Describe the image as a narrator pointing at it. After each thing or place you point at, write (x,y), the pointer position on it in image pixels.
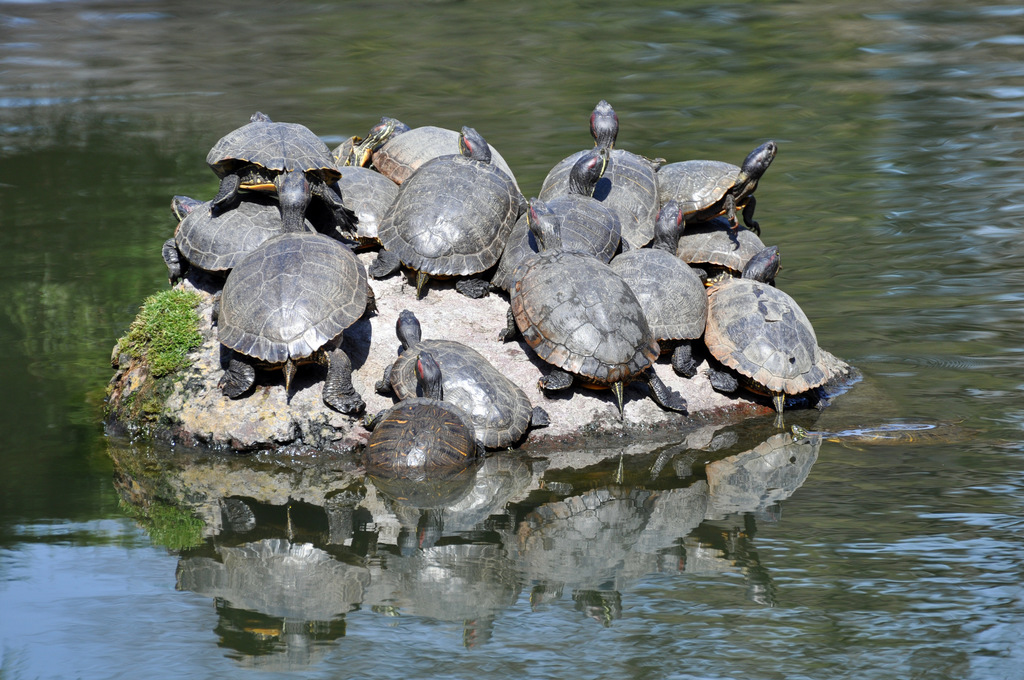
In this image few tortoise (363,158) are on the rock (607,400) having grass (193,347). Rock (264,387) is surrounded by water (934,678).
